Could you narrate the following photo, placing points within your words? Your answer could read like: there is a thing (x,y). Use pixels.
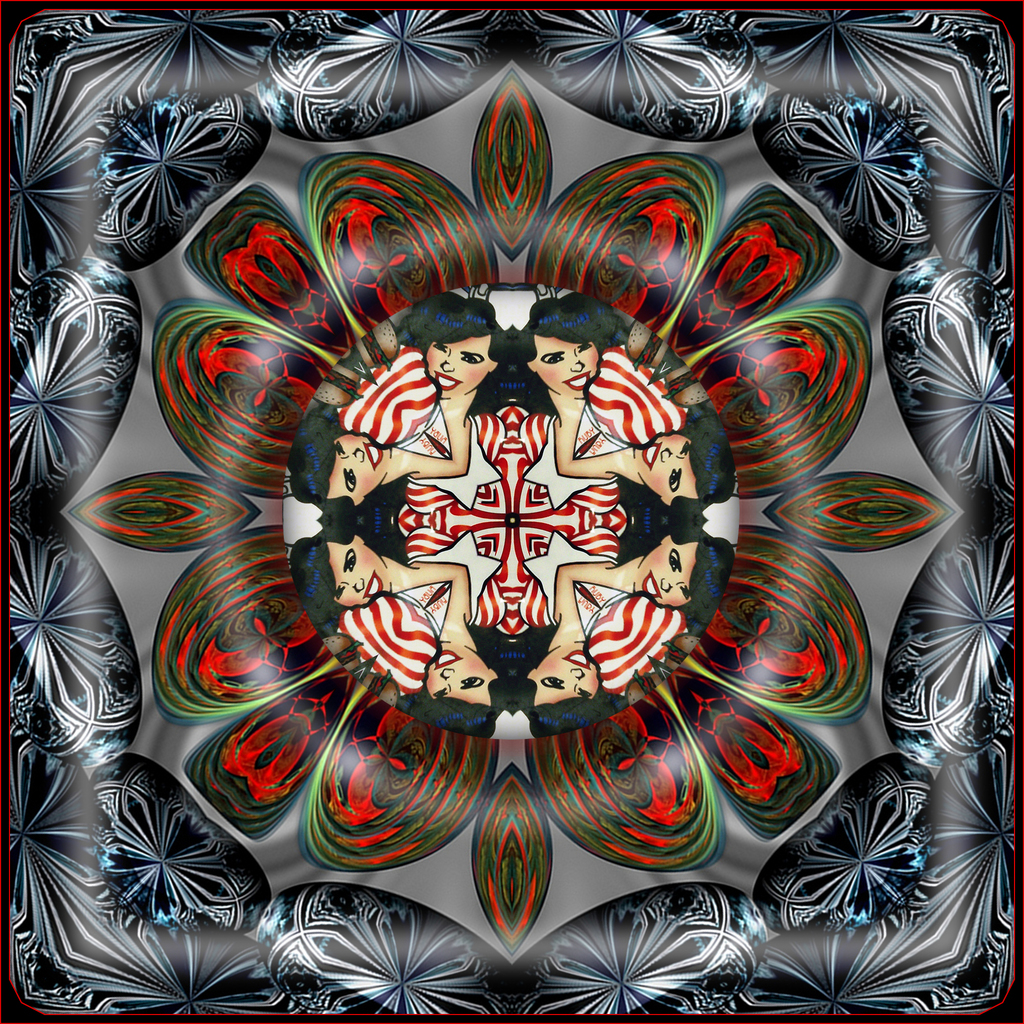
This is a painting. In this painting, we can see there are women (454,317), a flower (348,249) and other designs (822,108). And the background of this painting is gray in color.
